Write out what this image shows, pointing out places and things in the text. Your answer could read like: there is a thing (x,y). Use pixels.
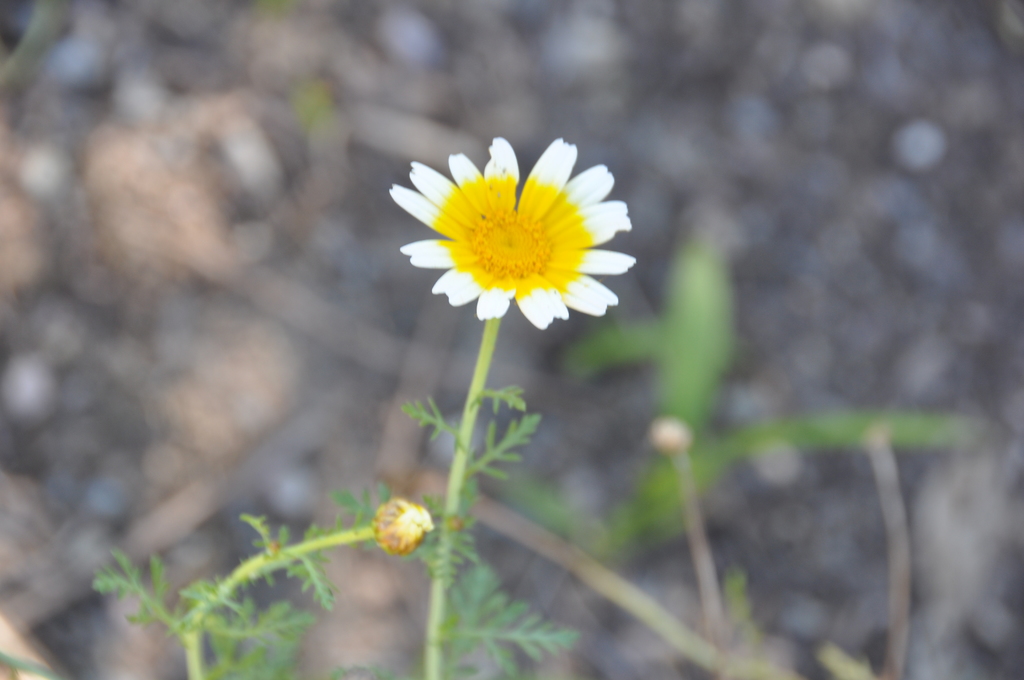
In this picture we can see a flower (468,245) in the middle of the image (501,255), and we can find few plants (551,544).
